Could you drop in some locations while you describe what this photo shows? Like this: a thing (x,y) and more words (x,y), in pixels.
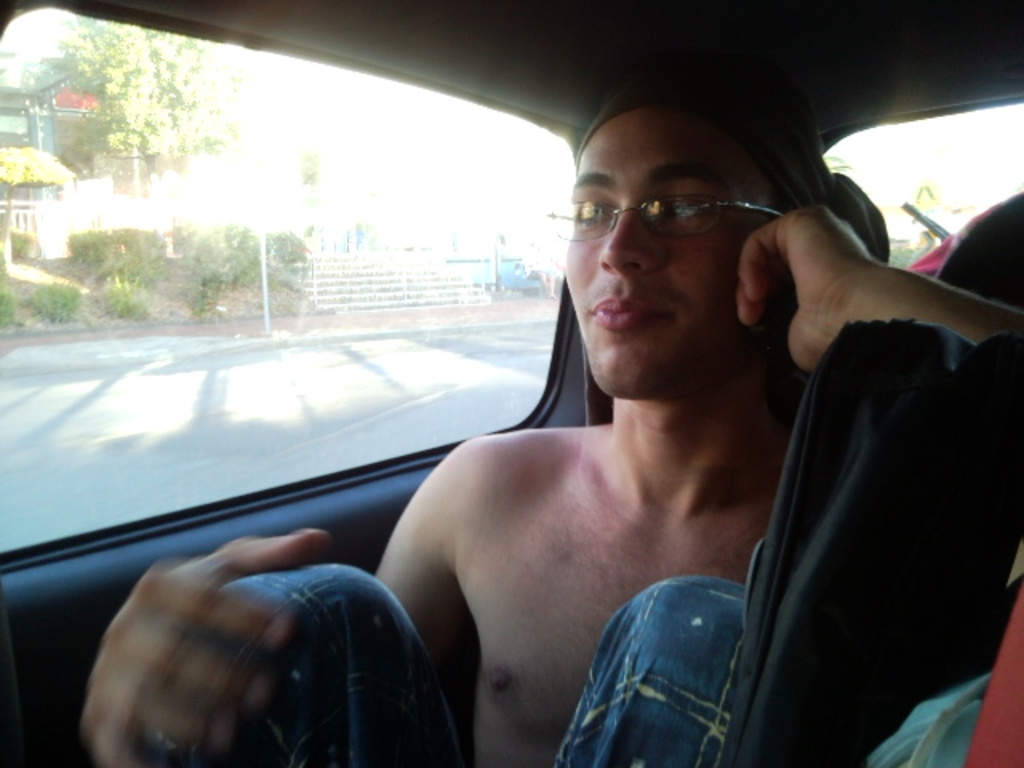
In this picture we can see a person (792,216) sitting in a car (126,540). There are few objects (916,739) in a car (423,159). We can see some trees (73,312), pole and buildings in the background (205,257).
